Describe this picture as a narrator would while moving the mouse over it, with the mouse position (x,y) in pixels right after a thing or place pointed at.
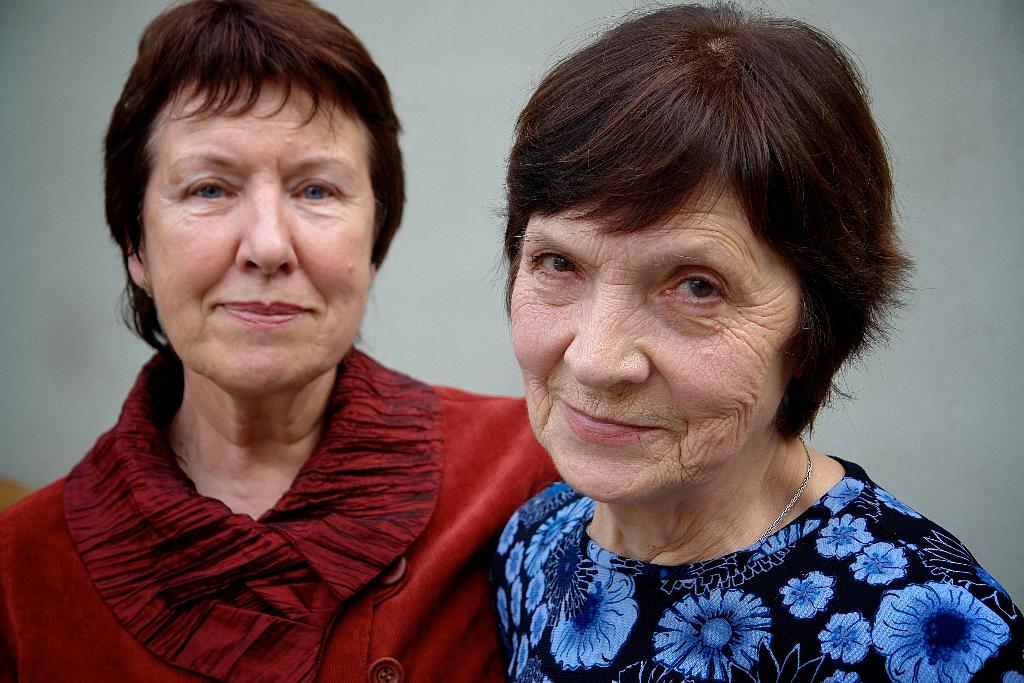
In this picture we can see two women (184,591) smiling and in the background (922,386) we can see wall (35,196).
